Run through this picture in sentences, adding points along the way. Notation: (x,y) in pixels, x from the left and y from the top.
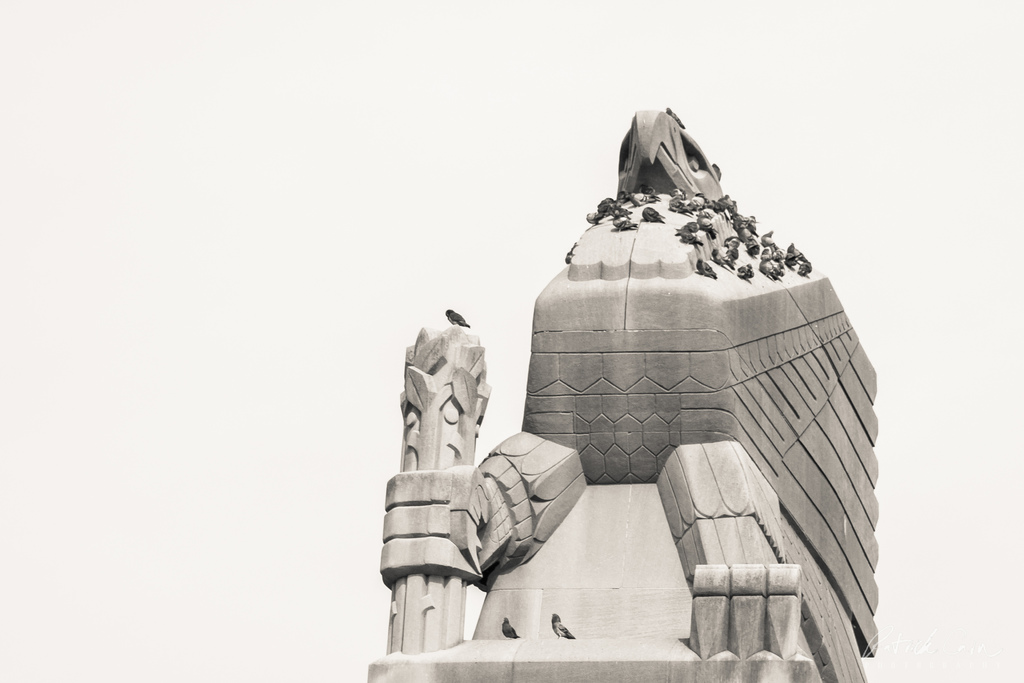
In this image there are birds (702,208) on a concrete structure (627,370).
